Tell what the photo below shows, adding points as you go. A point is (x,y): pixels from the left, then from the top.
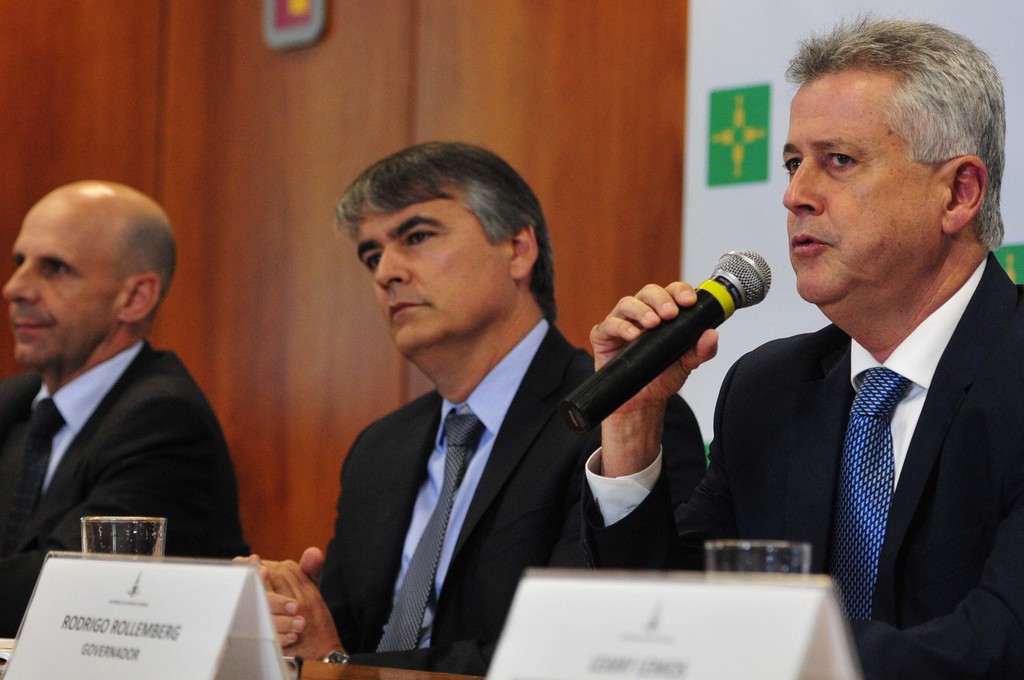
In this picture we can see three people (730,381) sitting in front of a table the man (809,375) on right side (821,395) is holding a mic (727,309) and speaking something, in the background (581,209) we can see a wooden wall (528,105), in front (108,564) we can see a glass (107,550) and a paper (137,606).
